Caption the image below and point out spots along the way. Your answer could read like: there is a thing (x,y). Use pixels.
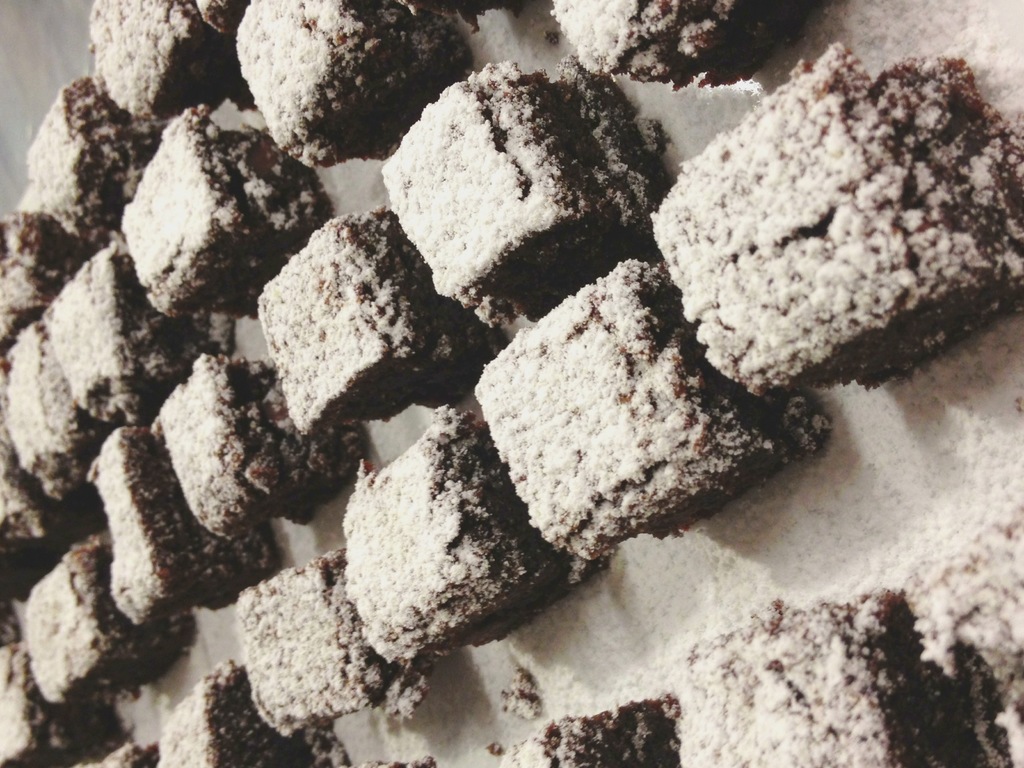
This is the image of chocolate brownies (960,694).
